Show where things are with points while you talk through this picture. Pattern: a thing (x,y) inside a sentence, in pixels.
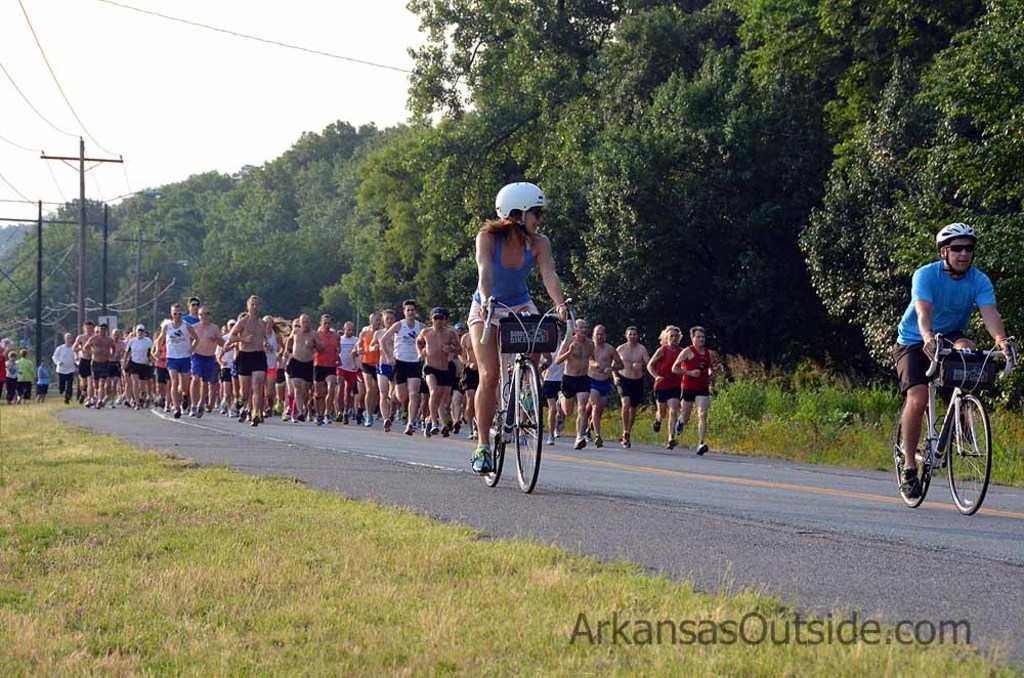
This picture is clicked outside the city. Here, we see woman (512,296) in blue t-shirt (507,289) who is wearing white helmet (513,188) is riding bicycle (514,417) and beside her, man (923,309) in blue t-shirt (934,289) with white helmet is also riding bicycle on the road (701,479). Behind them, we see many people (382,383) running on the road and behind them, we see many trees (421,217) and many electric poles (106,256) and on the left bottom of the picture (47,507), we see grass (280,612).
